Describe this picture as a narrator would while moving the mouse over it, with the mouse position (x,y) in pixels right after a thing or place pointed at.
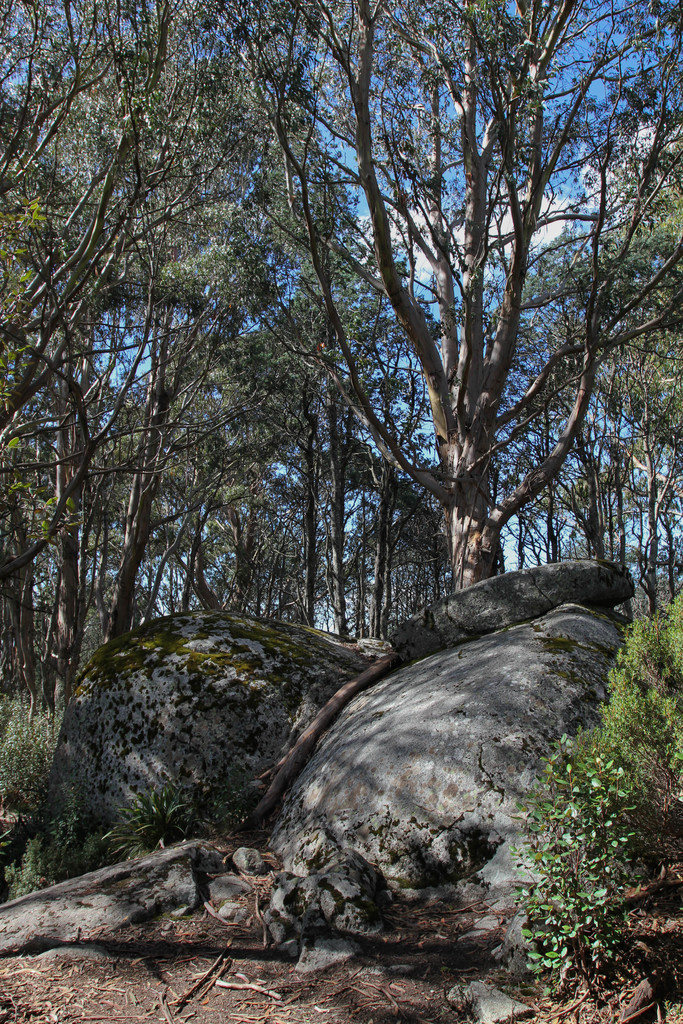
In the foreground of this image (427,749), there are few stones (482,714) and plants (600,730). In the background (500,341), there are trees (543,256), sky (548,229) and the cloud (548,239).
